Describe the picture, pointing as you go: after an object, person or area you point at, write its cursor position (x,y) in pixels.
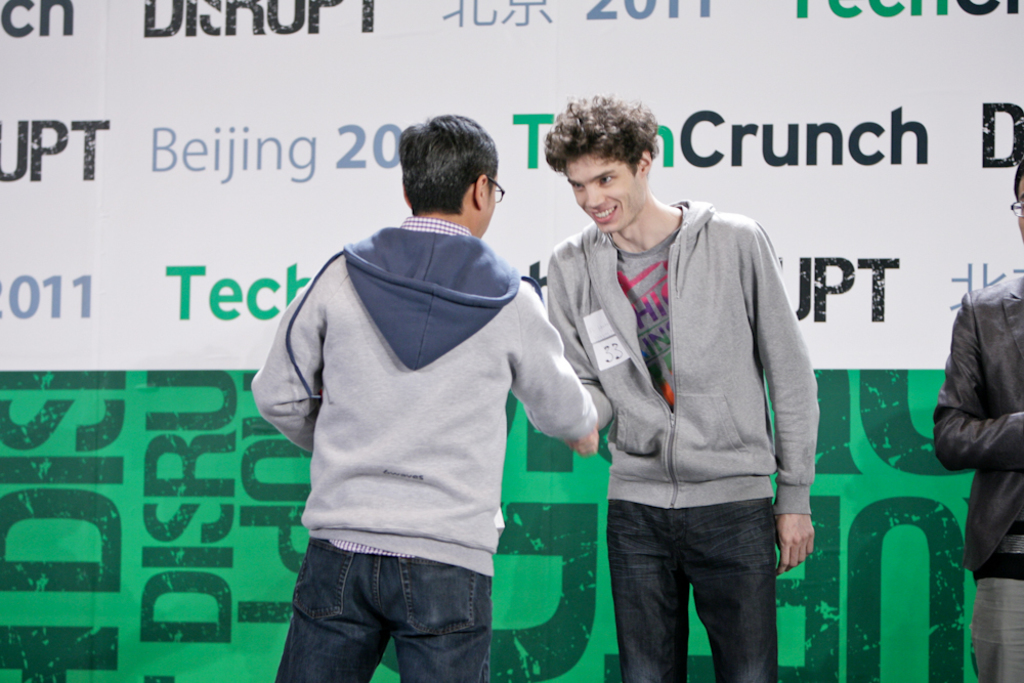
In the foreground of this image (443,491), there are two men (618,422) standing and shaking their hands (584,447). On the right (997,484), there is another man (997,485) standing and in the background (221,268), there is a banner wall (158,411).
